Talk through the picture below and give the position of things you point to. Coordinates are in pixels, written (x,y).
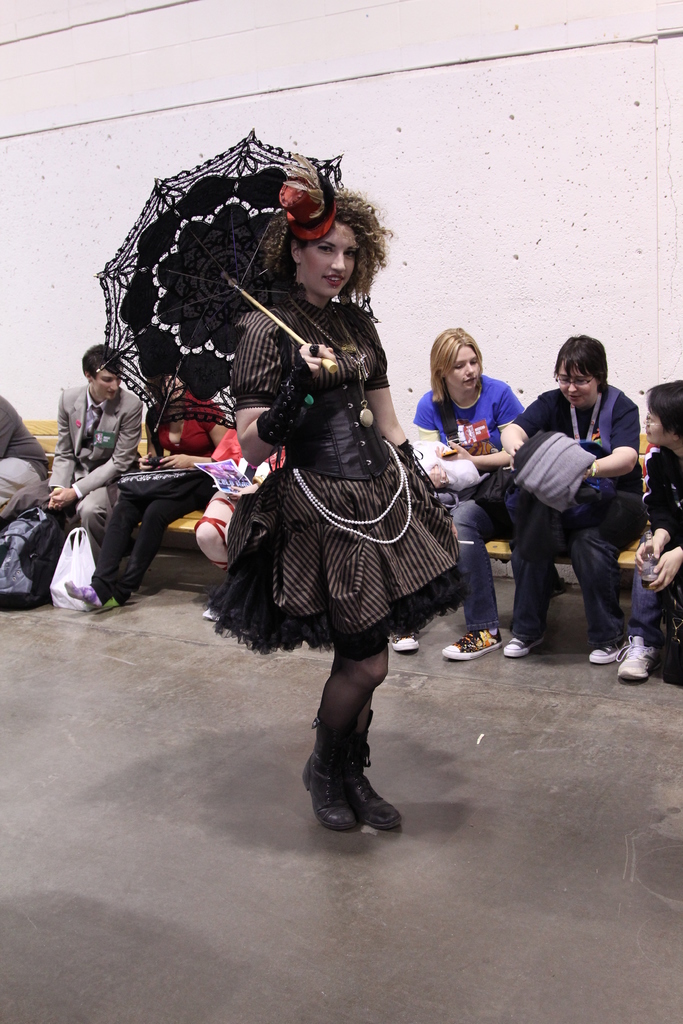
On the left of the image (101,486) we can see a person (91,520) and a lady (127,530) is sitting on the bench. In the middle of the image (365,659) we can see a lady (365,665) is standing and holding an umbrella (223,327). On the right side of the image (480,387) we can see three ladies (612,535) are sitting on the bench (621,555) and talking.
